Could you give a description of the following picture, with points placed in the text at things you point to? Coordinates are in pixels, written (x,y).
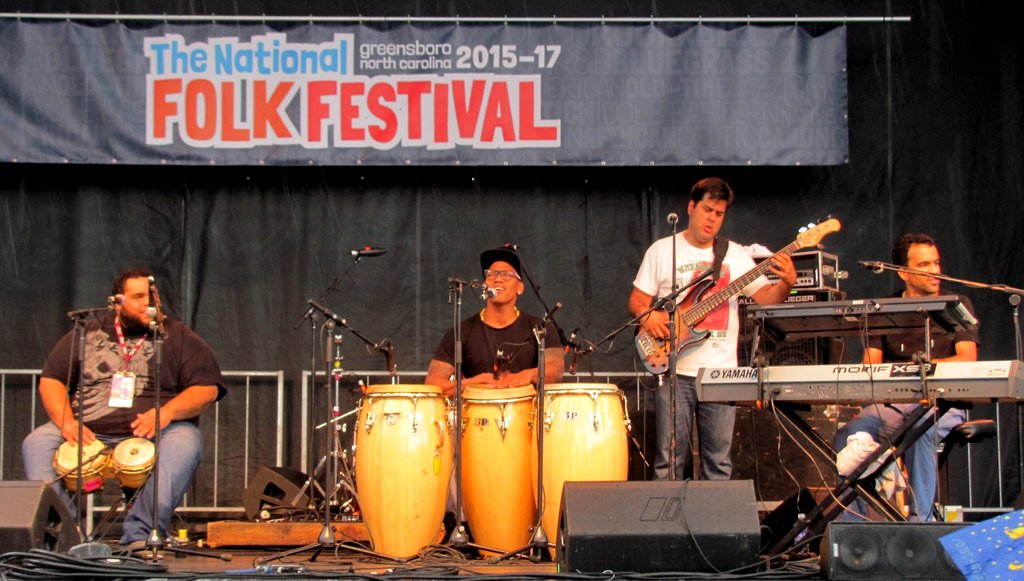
In this image I see few men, in which 3 of them are sitting and this man (779,280) is standing, I can also see all of them are with the musical instruments (578,449) and they are in front of the mics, I can also see few equipment (569,549) over here. In the background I see the banner (699,105) and few words (350,115) on it.
